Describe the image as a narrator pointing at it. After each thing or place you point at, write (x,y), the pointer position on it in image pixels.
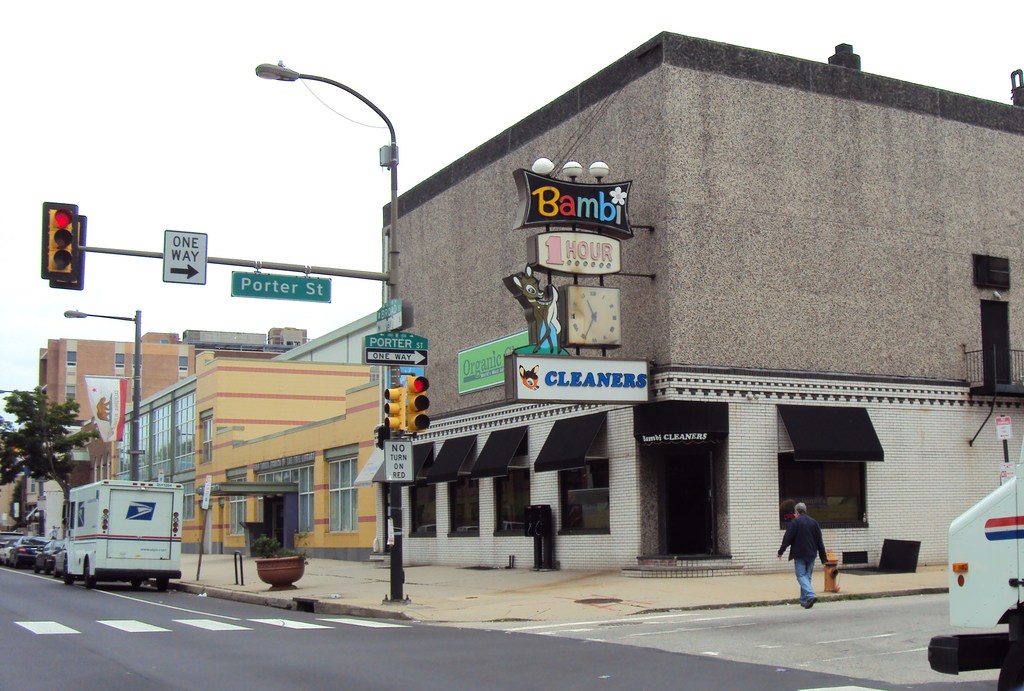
These are the buildings (216,397) with windows (334,477) and glass doors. I can see the direction boards (400,351), traffic signals (428,424) and a street light (298,77) attached to a pole (397,560). These are the vehicles (112,562), which are parked beside the road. This looks like a big flower pot (279,573) with a plant (290,554) in it. Here is a tree (76,445). I can see a person (806,579) walking. This looks like a fire hydrant (836,567). These are the name boards (549,187) and a clock (598,291), which are attached to the building wall (637,201). On the right corner of the image (1023,519), that looks like a vehicle (969,581).
